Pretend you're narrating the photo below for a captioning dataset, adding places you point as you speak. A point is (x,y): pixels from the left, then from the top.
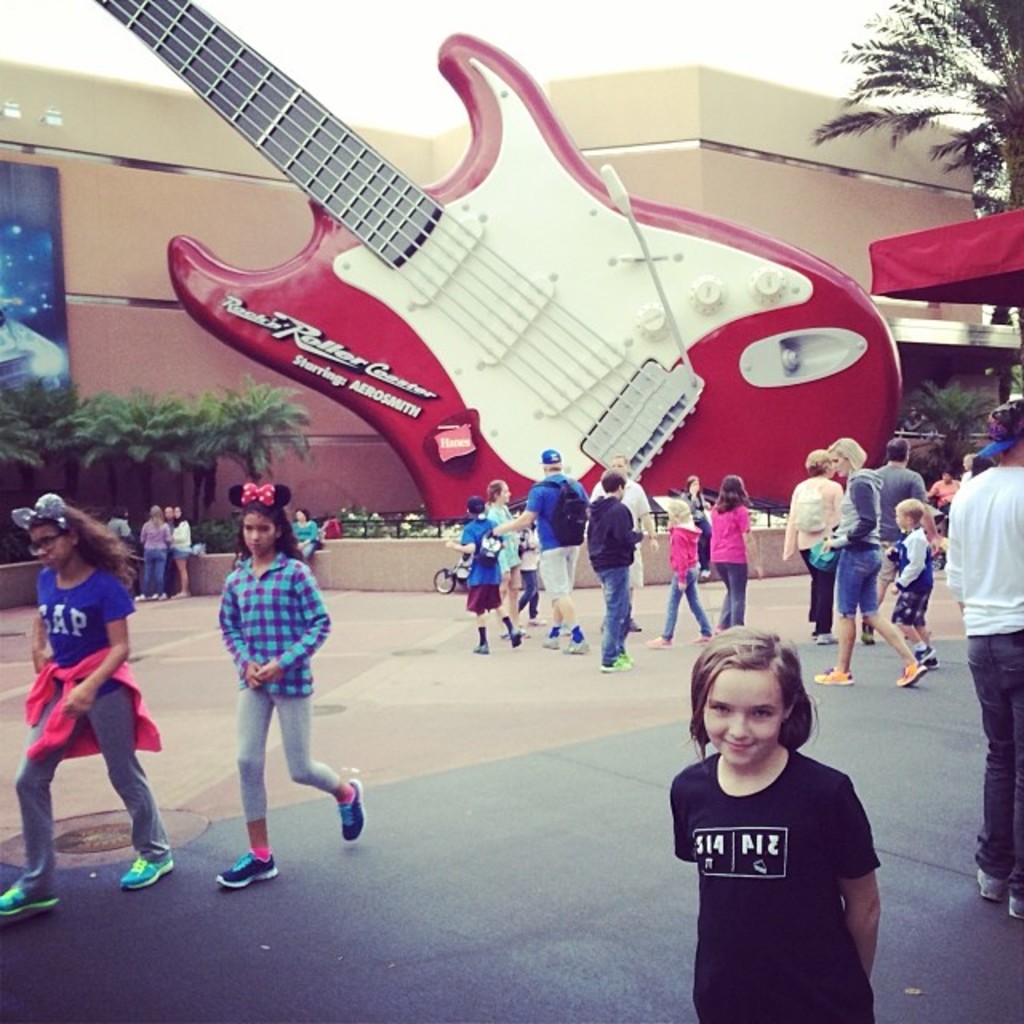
In this image there are few people (556,586) walking on the floor (550,691). In the background (526,341) there is a guitar statue (456,299). Behind the statue (310,281) there is a building (179,148). On the left side (147,450) there are trees (110,463). There is a banner (44,228) which is attached to the wall (64,250).
